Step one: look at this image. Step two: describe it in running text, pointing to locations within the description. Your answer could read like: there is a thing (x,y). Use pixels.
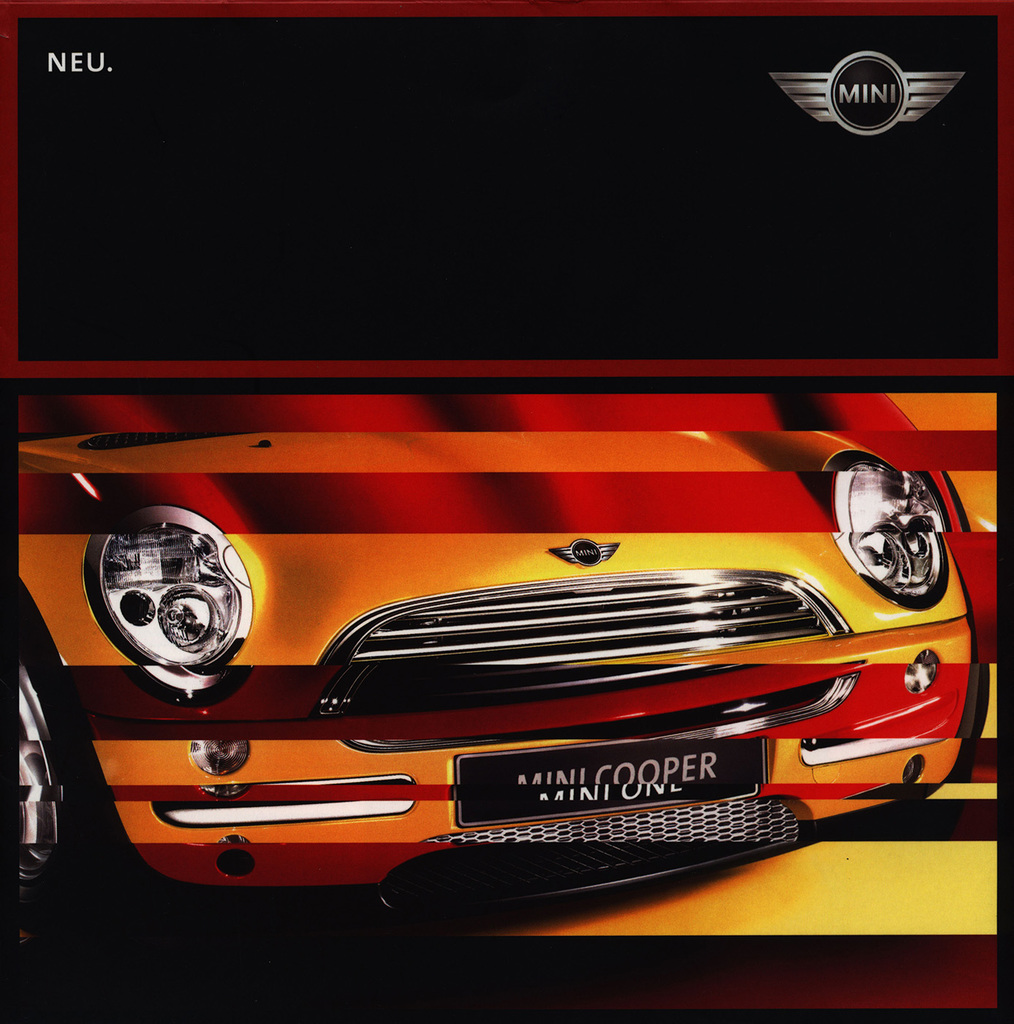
In this picture we can see the car front part (442,653).
